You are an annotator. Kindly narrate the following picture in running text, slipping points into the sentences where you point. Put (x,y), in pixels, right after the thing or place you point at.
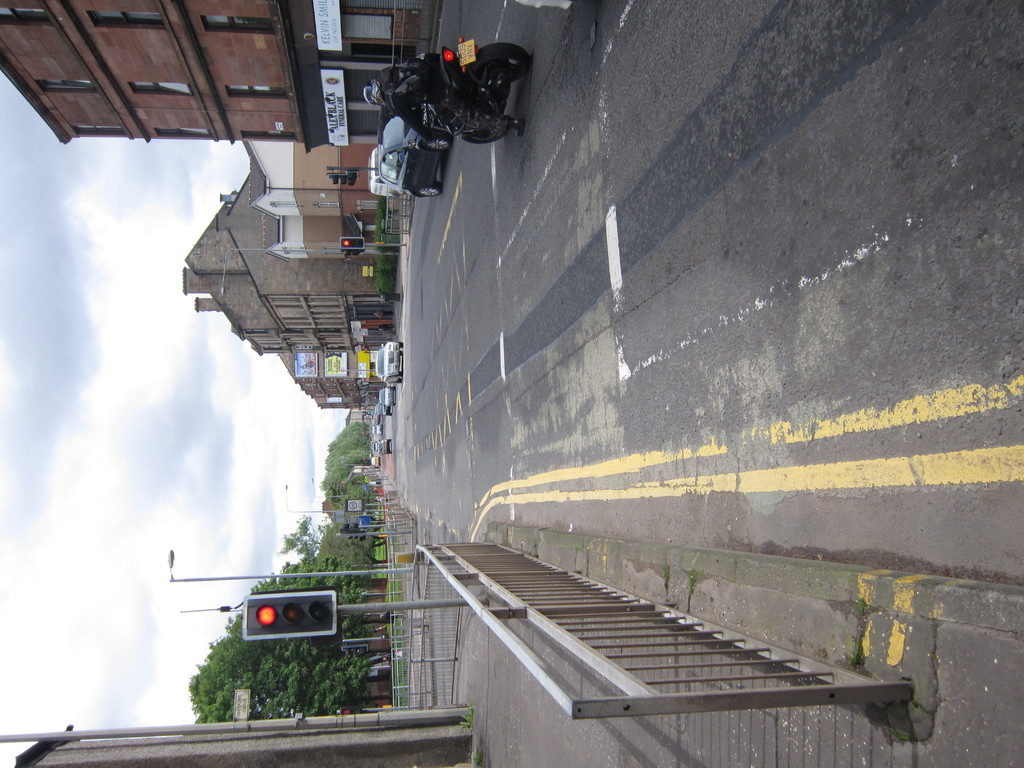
In the foreground (480,555) I can see a fence (510,580), traffic signals (287,590) and vehicles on the road (540,419). In the background (348,421) I can see buildings (347,390), trees (328,484) and the sky (268,430). This image is taken during a day.
